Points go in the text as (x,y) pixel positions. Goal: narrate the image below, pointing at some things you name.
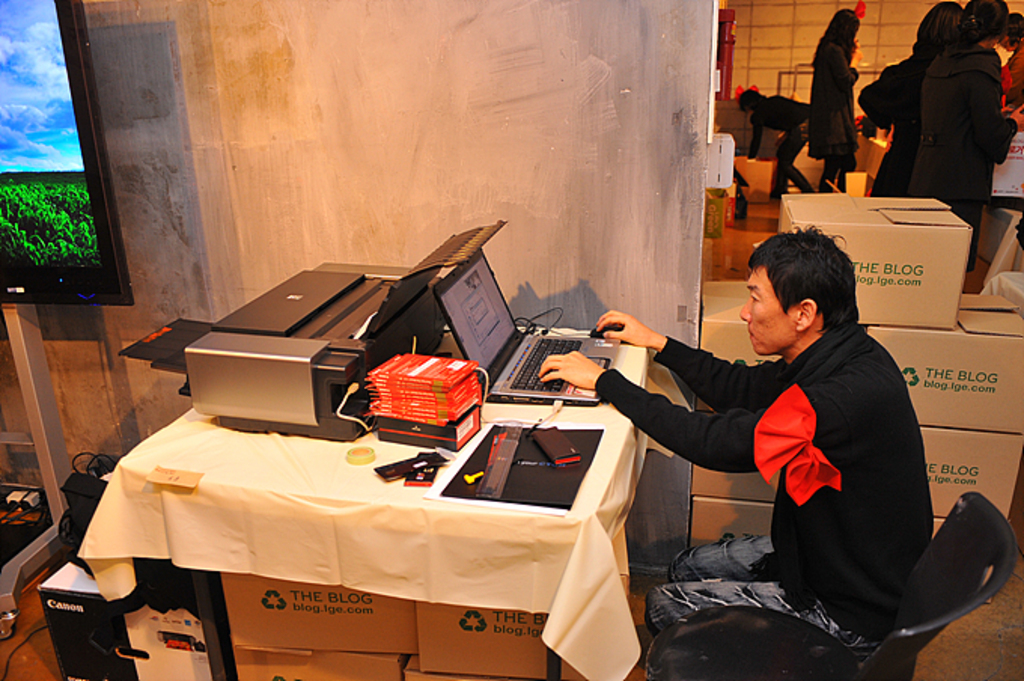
In the image in the center (661,402) we can see one person (782,445) sitting on the chair (932,594) and working on laptop (540,362) and he is holding mouse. In front of him, there is a table (607,490). On the table (610,511), we can see one cloth (389,510), tape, machine (290,355), laptop (598,351), scale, mouse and few other objects (468,376). Below the table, we can see boxes (341,626), wires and a Canon box (101,668). In the background (366,38) there is a wall (620,191), stand (17,366), screen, boxes (923,273), few people (945,136) were standing and few other objects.
